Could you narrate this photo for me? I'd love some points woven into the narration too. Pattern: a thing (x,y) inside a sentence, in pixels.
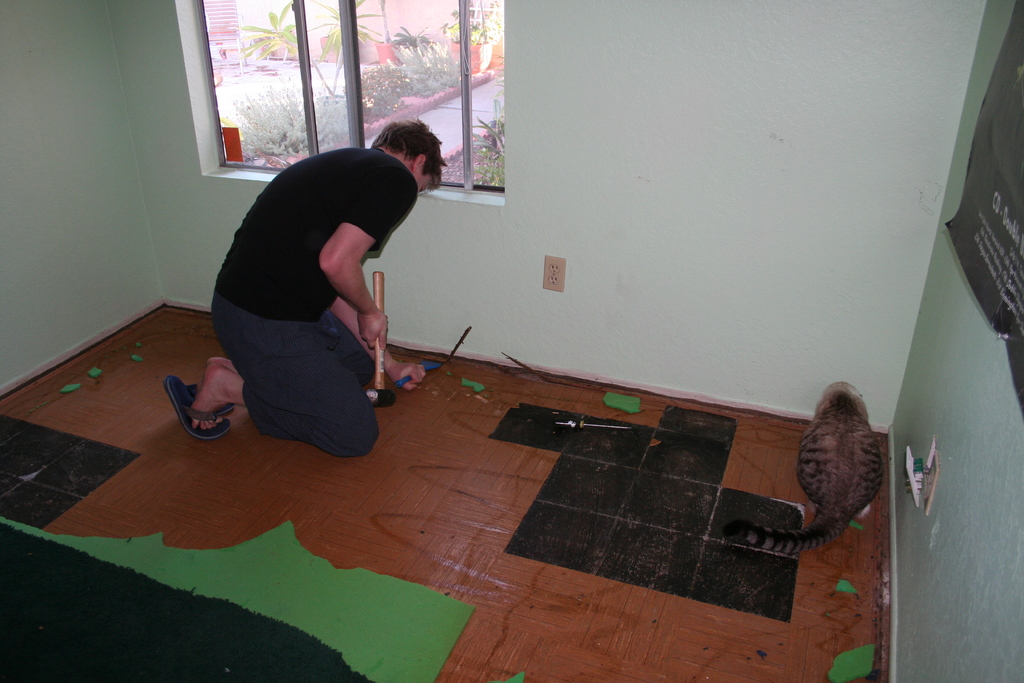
In this picture we can see a man (347,274) holding a hammer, we can see a cat (825,509) here, there is a wall (741,265) here, there is a glass window (419,74) here, from the glass (393,62) we can see some plants (396,62), at the bottom (383,514) there is floor (440,536).
